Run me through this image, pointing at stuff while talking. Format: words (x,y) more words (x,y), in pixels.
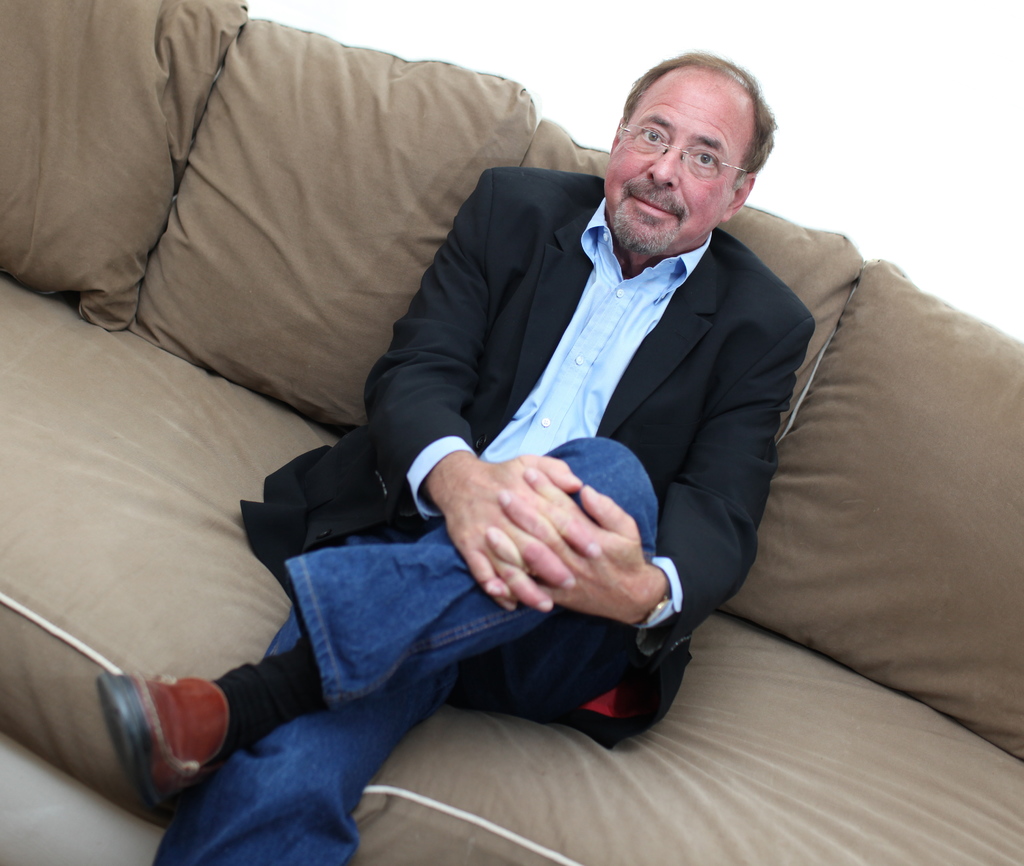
In the picture we can find a man (723,349) sitting on a sofa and there are four pillows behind him and in the background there is wall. The man (641,229) who is sitting on sofa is wearing a black blazer (709,355), blue jeans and brown shoes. He is also wearing a wrist watch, spectacles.
